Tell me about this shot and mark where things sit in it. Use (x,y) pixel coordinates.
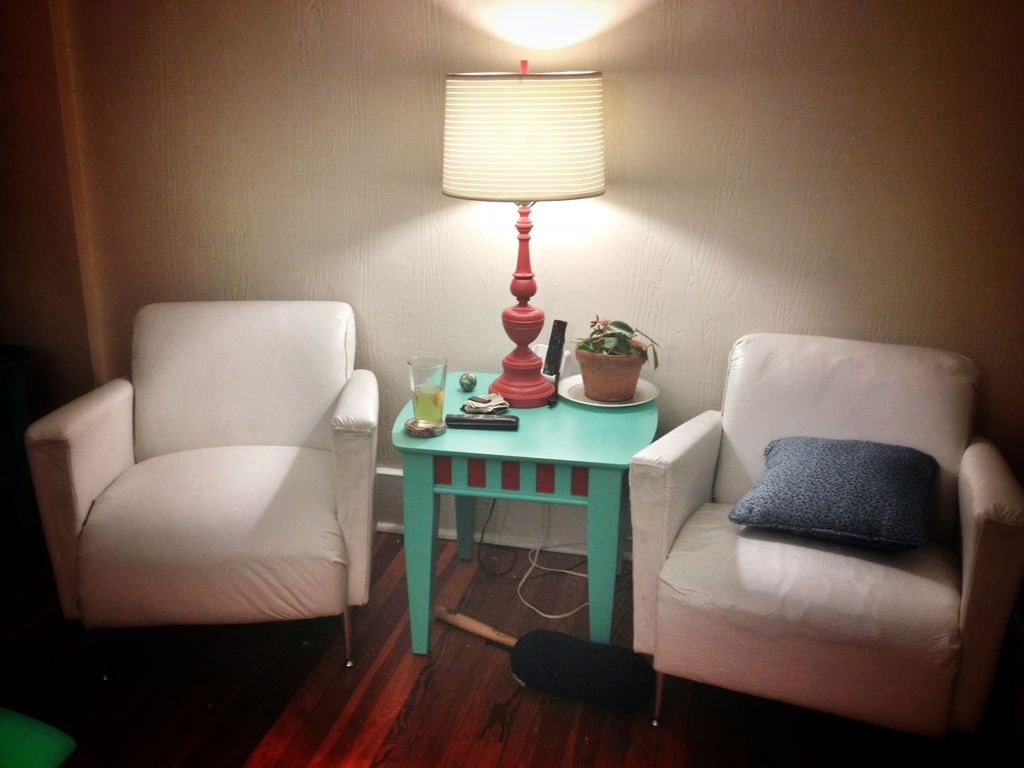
This picture is taken in the room (505,401). At the right side (812,567) there is a sofa (848,567) and a cushion (876,516) on it. In the center (537,449) there is a table (541,446) and a lamp (525,362), house plant (639,369) and glass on the table (532,412). At the left side (228,501) white colour sofa (202,471). In the background (249,110) there is a wall (656,34).
